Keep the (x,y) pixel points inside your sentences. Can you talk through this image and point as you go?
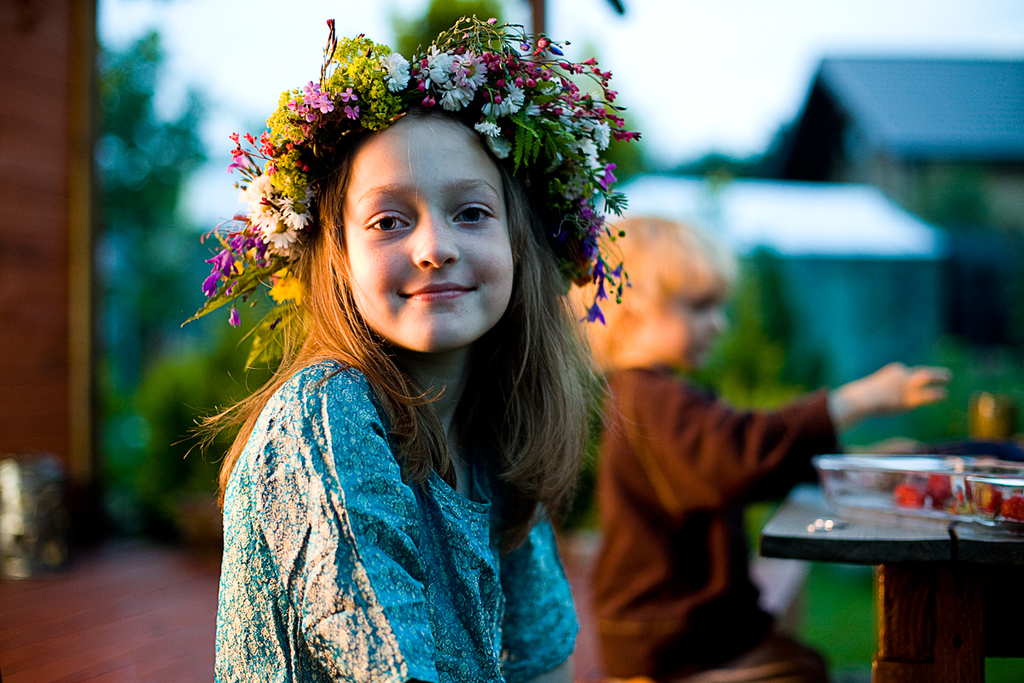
In this image, In the right side (885,642) there is a table (878,569) which is in brown color on that table (868,537) there are some objects (902,496), In the middle (355,381) there is a girl (349,540) she is wearing a flowers (416,100) on her head (356,115), In the background (630,362) there is a girl (692,410) sitting and there are some green color trees (132,115).
